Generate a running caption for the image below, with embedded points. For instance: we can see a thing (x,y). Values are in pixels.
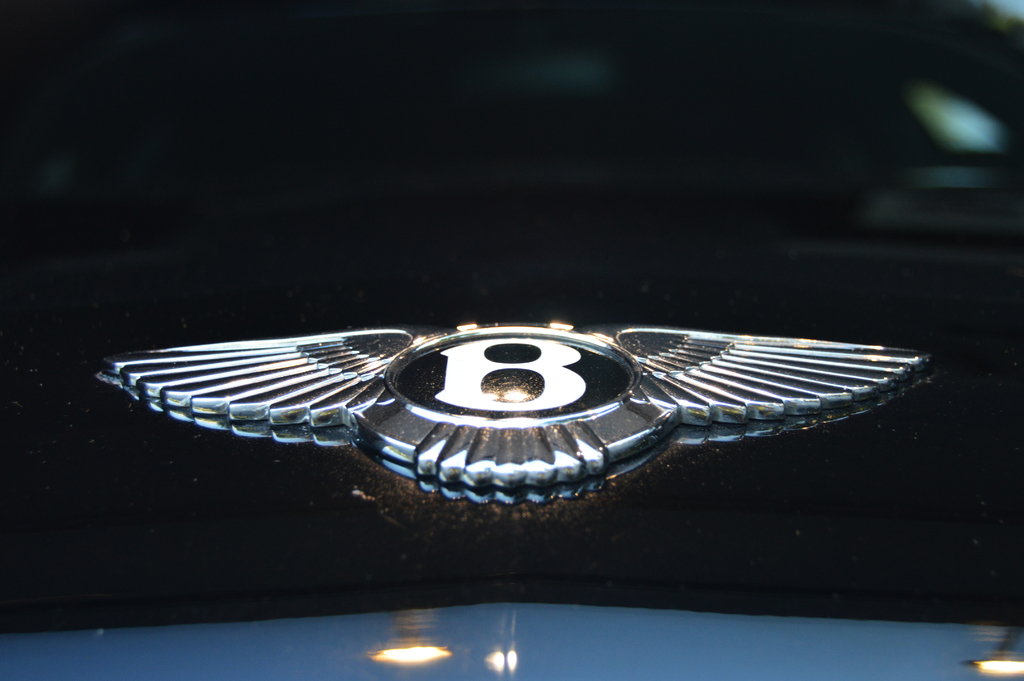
In this picture I can see a emblem (647,445) on the car bonnet (912,452).
